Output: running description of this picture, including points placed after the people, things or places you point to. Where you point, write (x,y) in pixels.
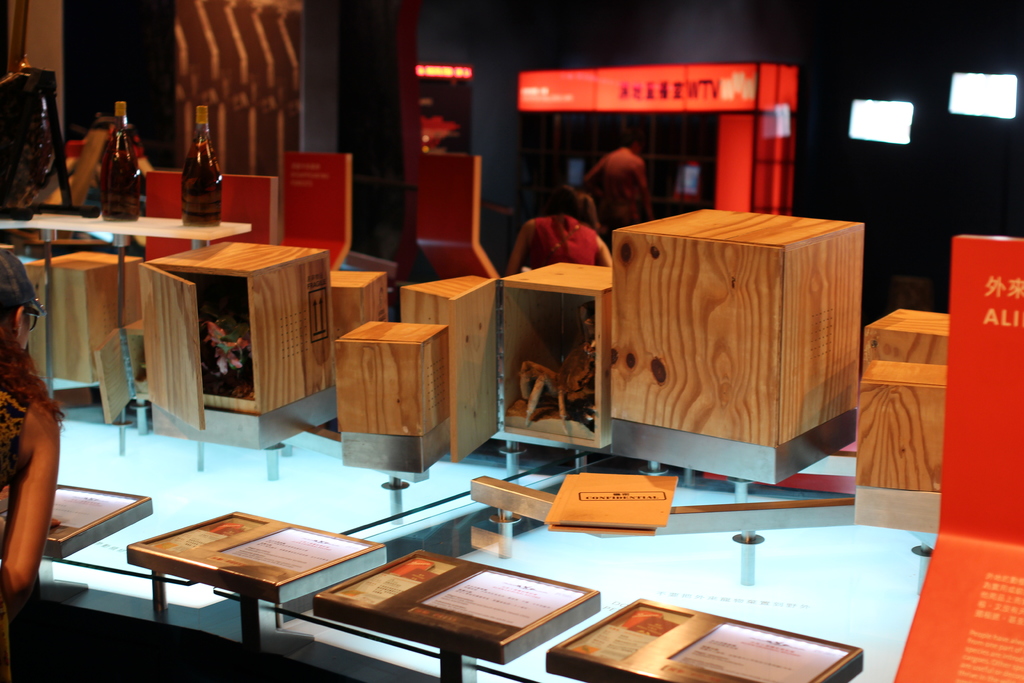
In this image I see a woman (6,671) who is standing in front of table (127,668) on which there are boxes (246,273) and two bottle (109,196) over here. In the background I see 2 more persons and the lights (654,106).
